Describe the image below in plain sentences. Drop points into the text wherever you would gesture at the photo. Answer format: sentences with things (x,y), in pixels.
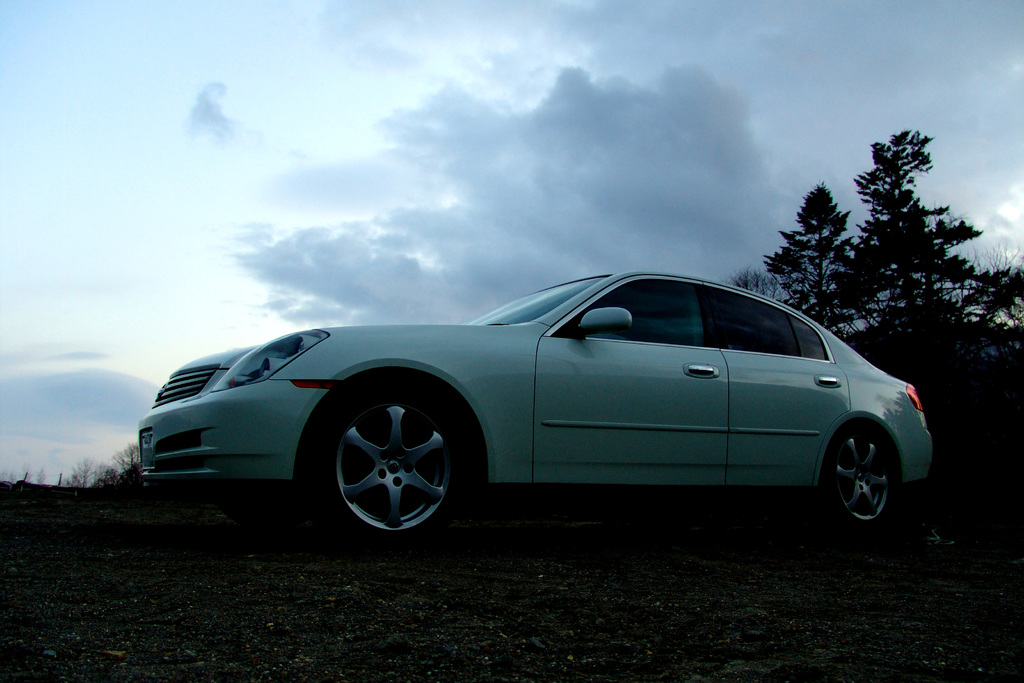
In this image we can see a vehicle (752,291) on the ground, there are some trees (820,219) and in the background (504,138) we can see the sky (655,104) with clouds (647,96).
